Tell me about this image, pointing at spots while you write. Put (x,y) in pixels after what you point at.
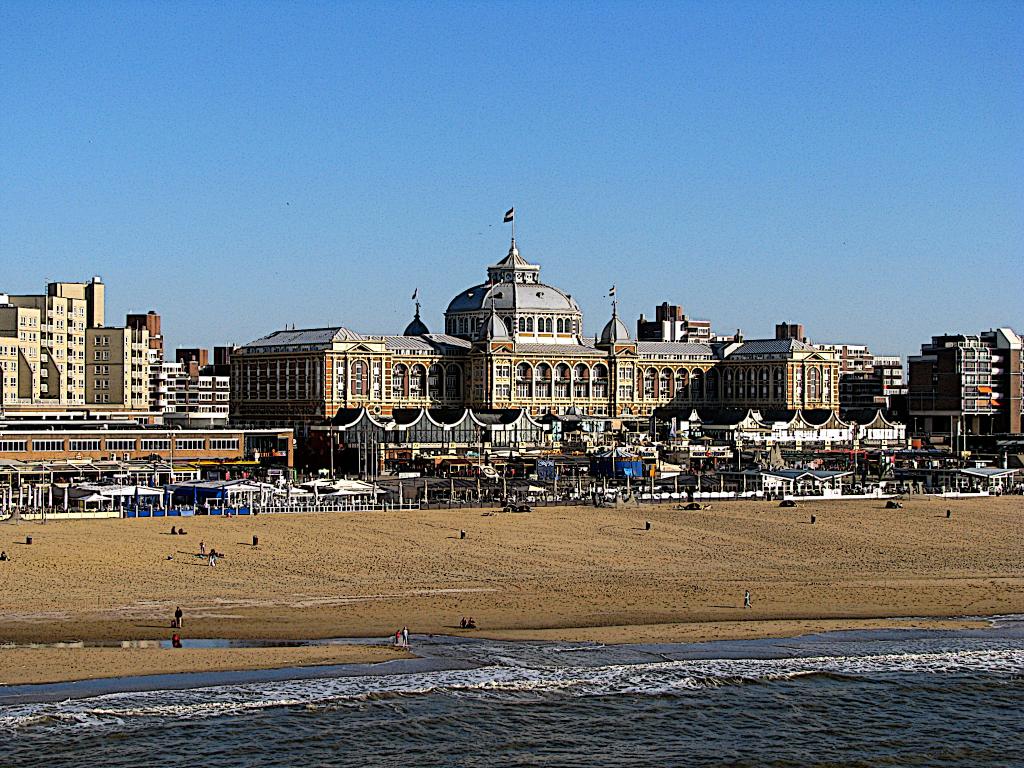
In this image, there I can see a beach (342,621), and at the bottom (475,687) there is the water (906,635), and in the middle (570,411) there are buildings (963,369).
